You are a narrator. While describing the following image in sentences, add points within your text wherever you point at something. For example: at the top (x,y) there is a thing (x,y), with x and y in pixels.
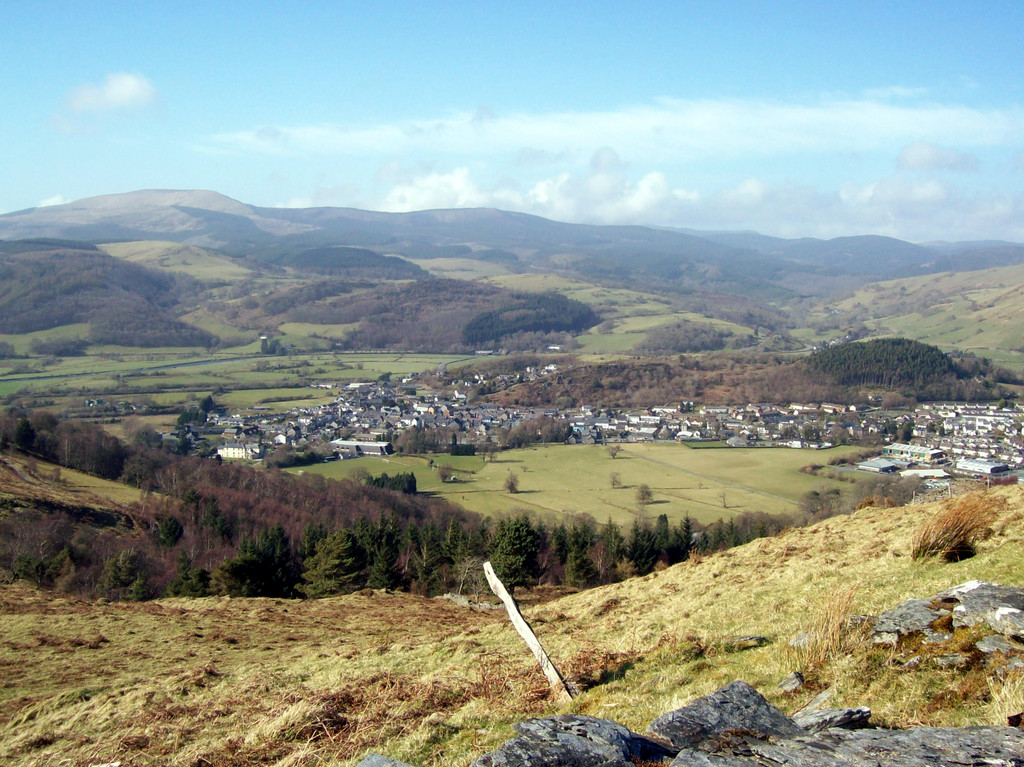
In this image I can see some grass (342,635) on the ground (571,630), a wooden log (552,679), the rocky surface (860,722) and few trees (439,555). In the background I can see number of buildings (429,413), few trees (536,300), few mountains (582,276) and the sky (537,137).
